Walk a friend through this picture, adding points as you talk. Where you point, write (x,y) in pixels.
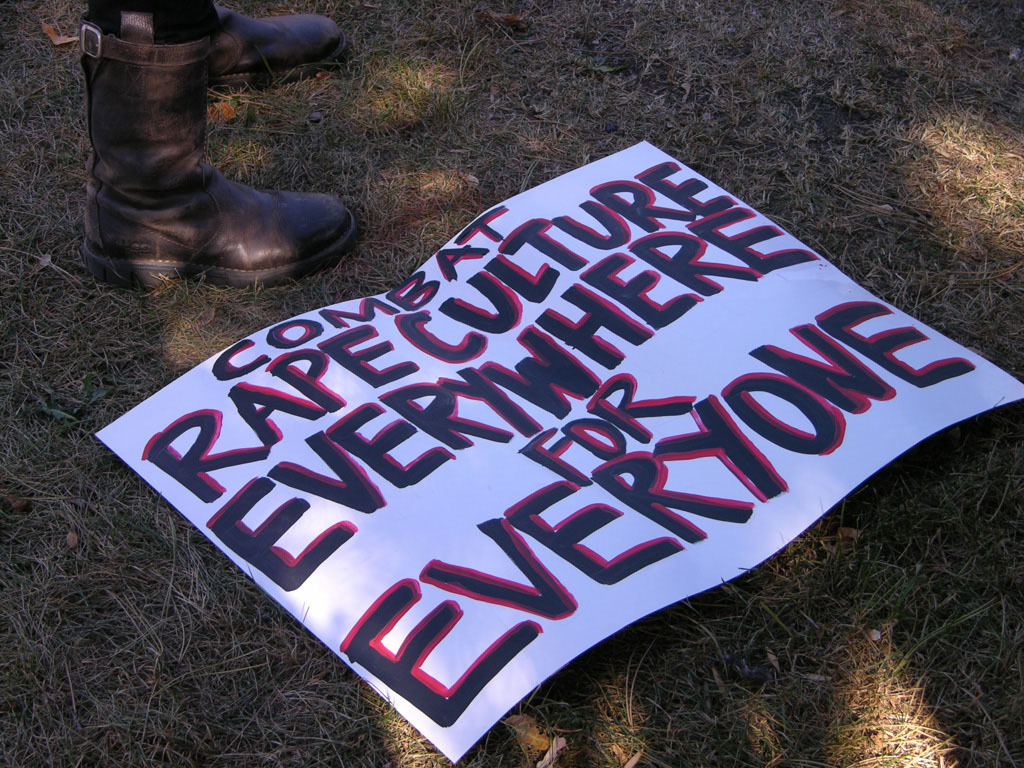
In this image we can see the person's legs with boots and there is a paper (544,656) with some text (741,452) and grass (242,720) on the ground (749,675).
